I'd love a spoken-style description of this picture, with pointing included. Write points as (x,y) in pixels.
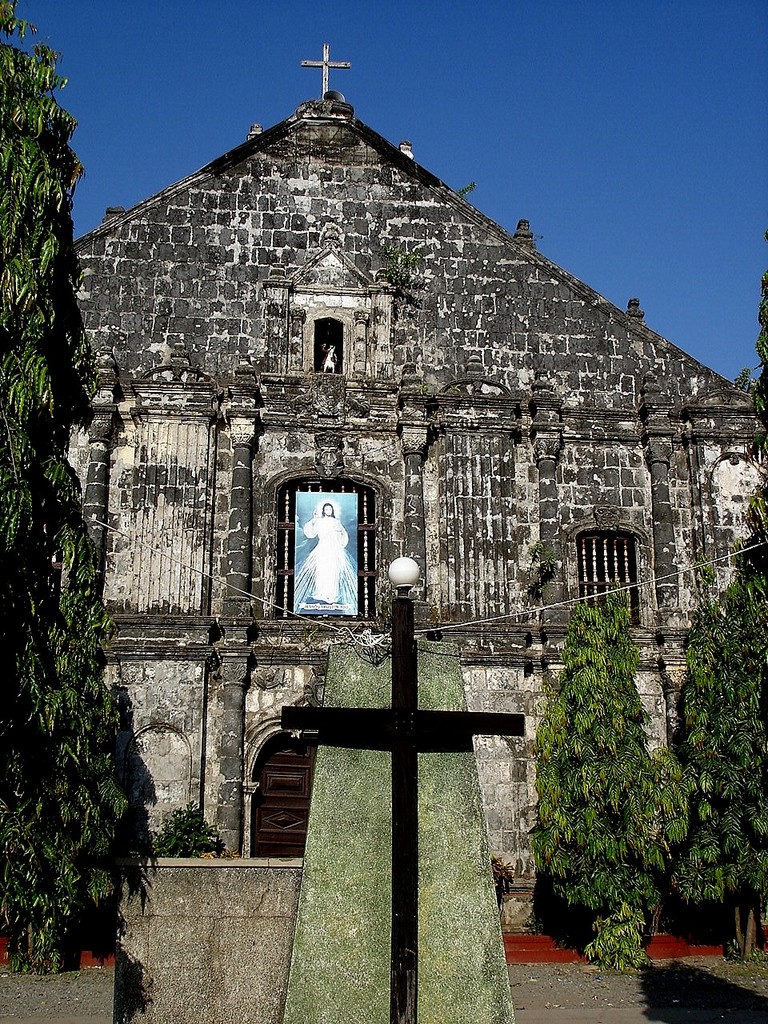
In this image I can see trees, a building (254,420) and other objects (349,652). Here I can see photo of the Jesus (322,552) on the wall (651,552). In the background (643,179) I can see the sky (667,226).
